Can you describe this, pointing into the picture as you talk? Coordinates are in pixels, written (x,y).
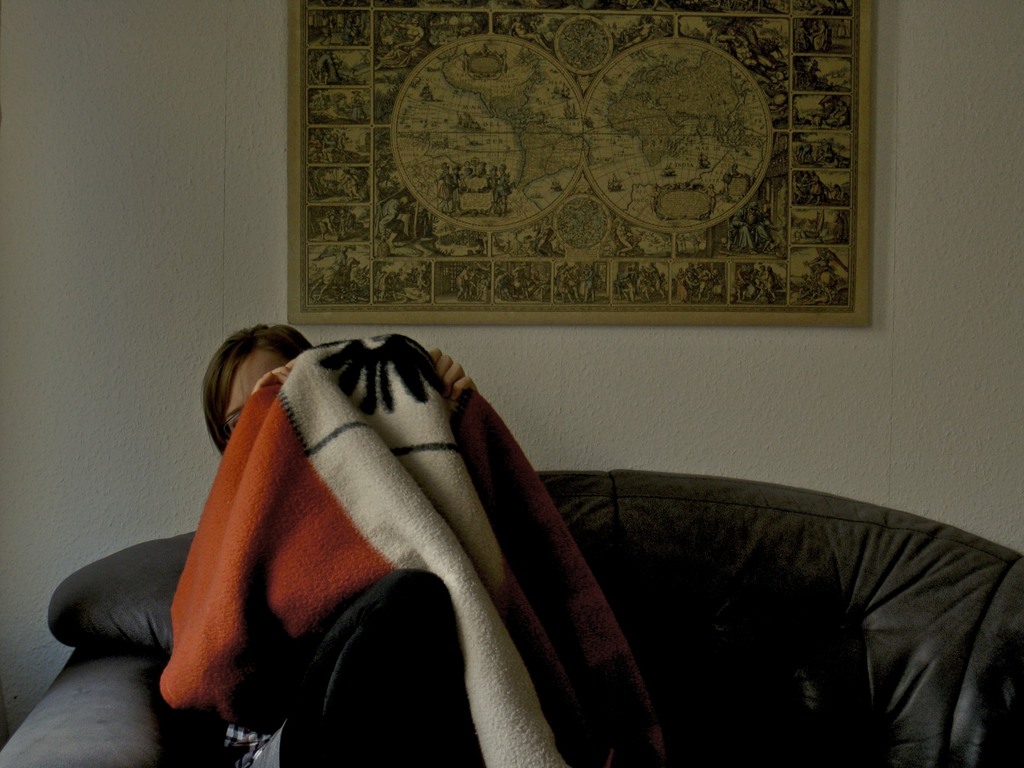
In the center of the image (366,372) there is a woman (408,765) holding a blanket (389,453) sitting on a chair (212,751). In the background of the image (181,406) there is a wall (214,247). There is a photo frame (598,167).
